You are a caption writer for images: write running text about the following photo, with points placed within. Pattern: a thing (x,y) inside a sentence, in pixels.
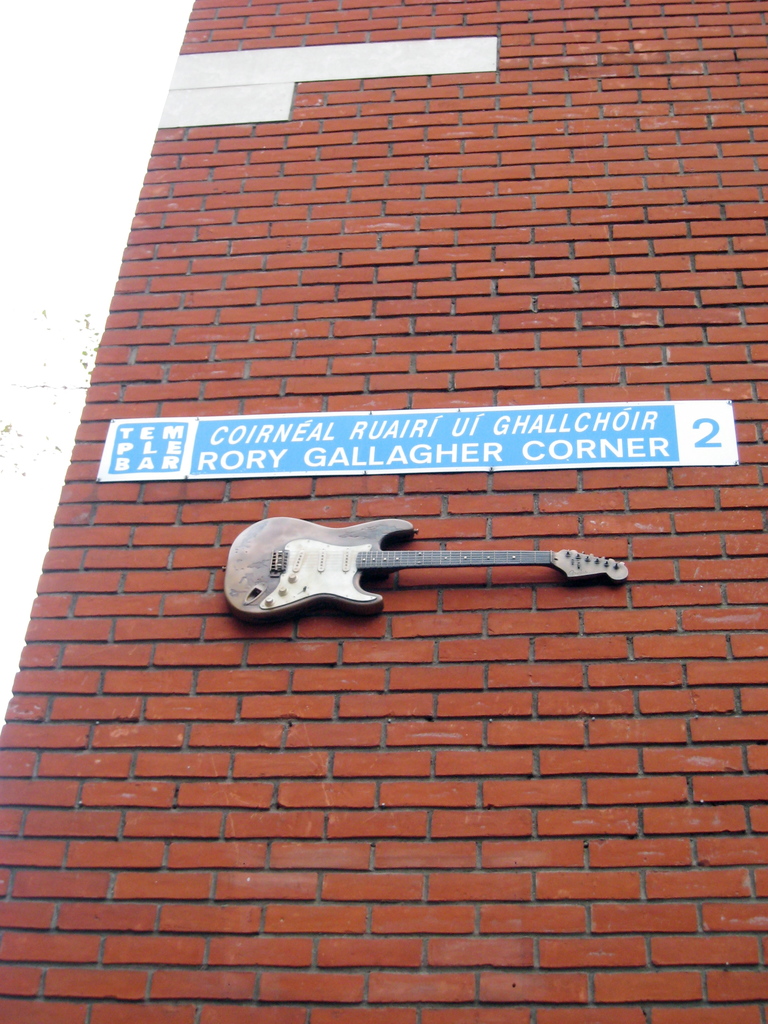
In this image there is a wall (453,343) towards the right of the image (543,858), there is a musical instrument (293,582) on the wall (645,590), there is a board (430,466) on the wall (485,379), there is text (519,428) on the board (716,419), there are numbers (706,438) on the board (482,423), there is an object (54,403) towards the left of the image (38,385) that looks like a tree (60,376).
